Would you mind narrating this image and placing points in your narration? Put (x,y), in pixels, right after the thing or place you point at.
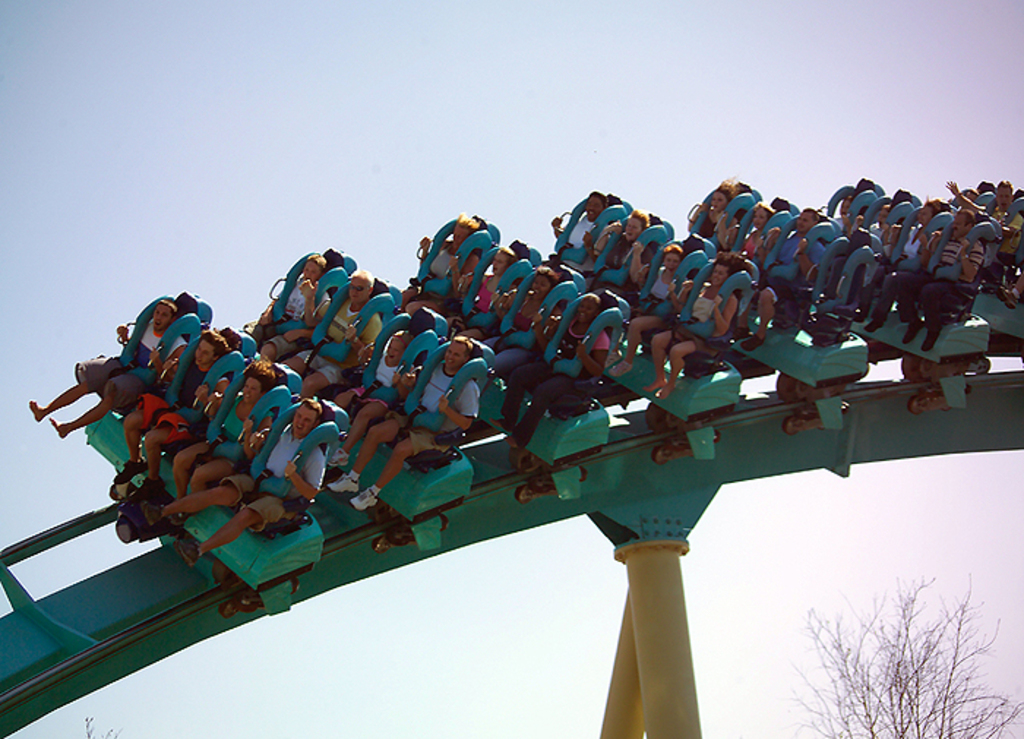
In this image in the center (550,343) there are persons (514,367) sitting on a roller coaster (826,315) and there is a dry tree (915,699).
